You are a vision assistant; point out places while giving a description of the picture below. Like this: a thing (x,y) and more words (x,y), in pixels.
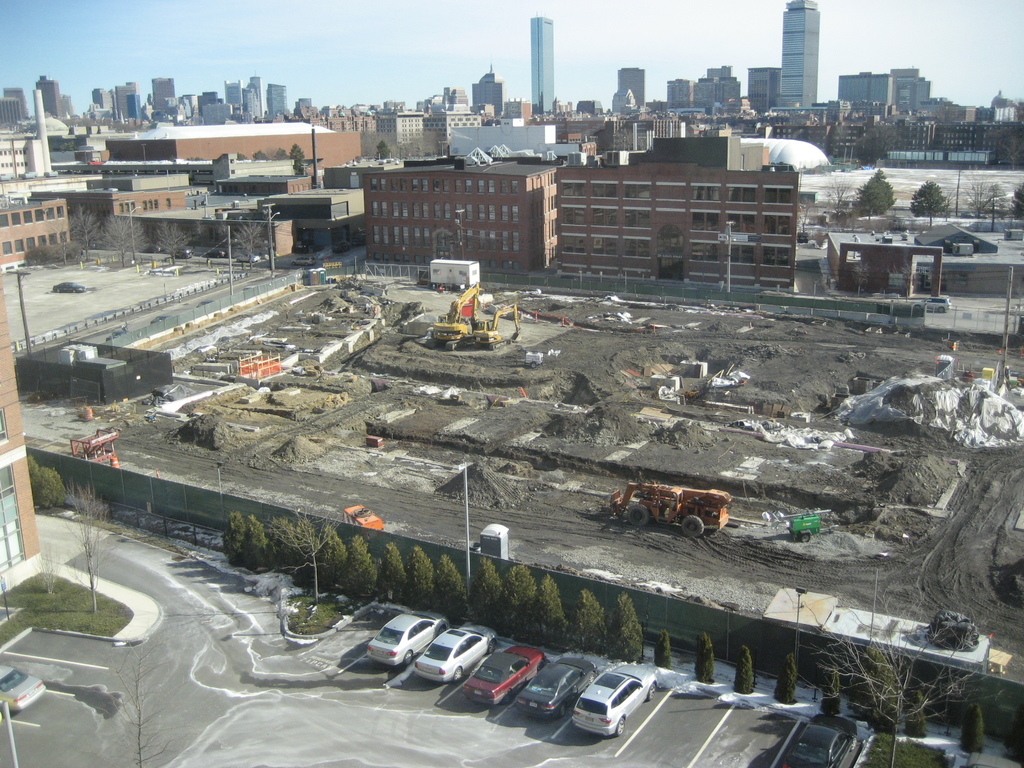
In the image there are many buildings (356,206) with walls (591,200) and windows (613,216). There are few cranes (453,324) and its look like a construction is going on. At the bottom of the image (260,698) on the road (238,584) there are few cars (534,684) in a parking area (698,703) and also there are few poles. There are many trees (43,493). At the top of the image (482,59) there is a sky (514,46).
